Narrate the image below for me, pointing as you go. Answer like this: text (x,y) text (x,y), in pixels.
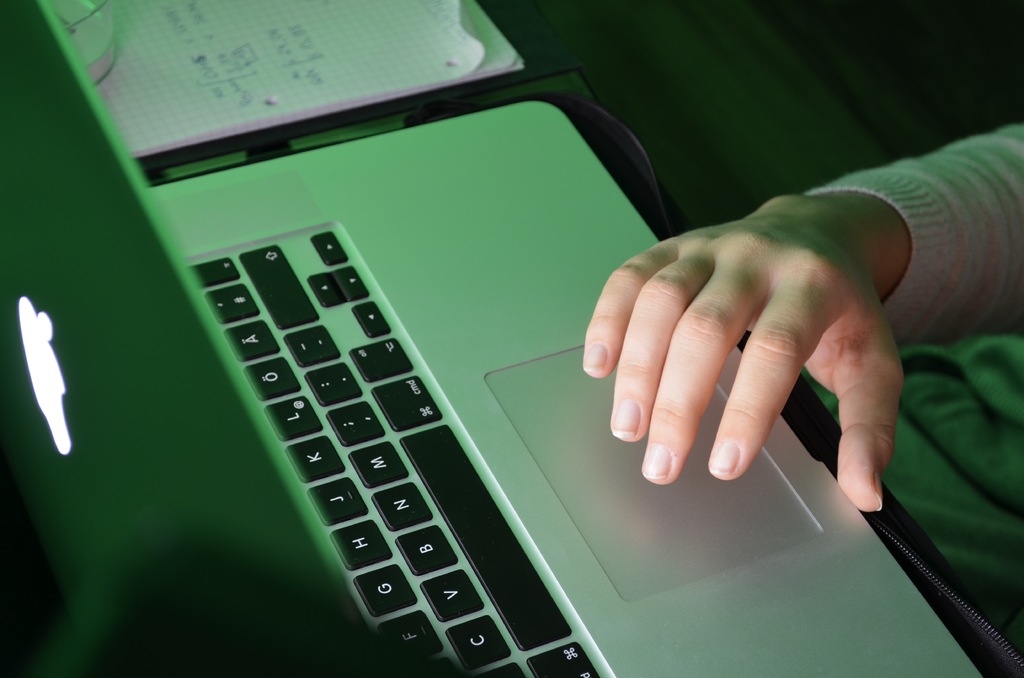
On the right side of the image (883,363) we can see the hand (866,317) of a person (854,241). In front of the hand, we can see one laptop (444,378), papers (340,54) and one object (116,45) on the papers (159,56). And we can see the dark background (1017,120).
